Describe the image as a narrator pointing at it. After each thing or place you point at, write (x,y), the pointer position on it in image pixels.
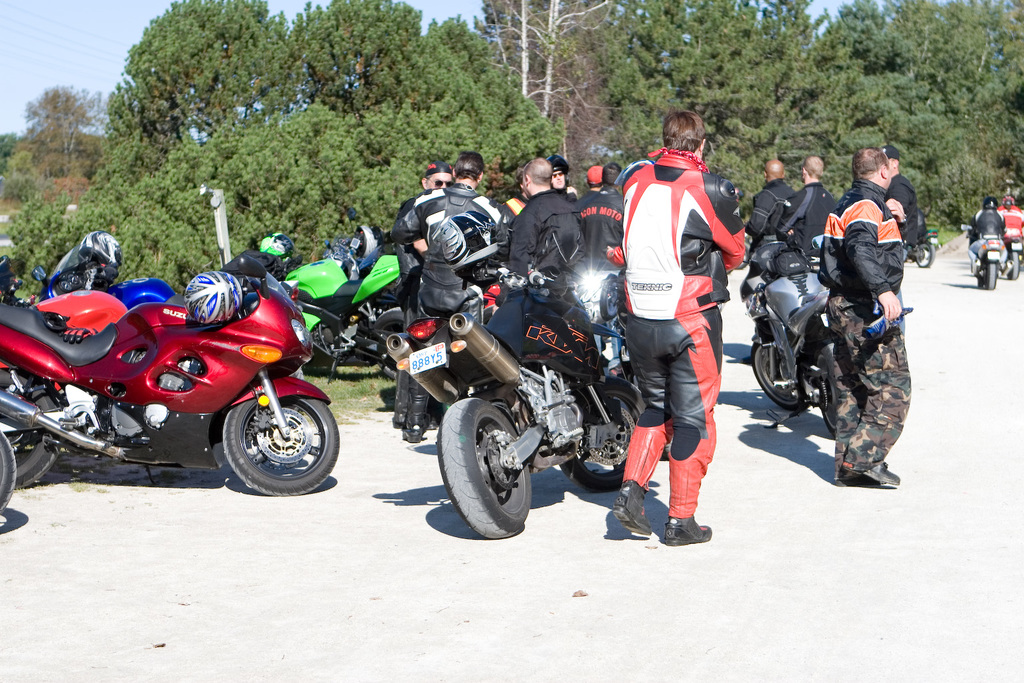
In this image we can see persons (463,303) standing on the road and motor vehicles (436,372) beside them. In the background (325,160) there are trees (353,154) and sky (111,42).
